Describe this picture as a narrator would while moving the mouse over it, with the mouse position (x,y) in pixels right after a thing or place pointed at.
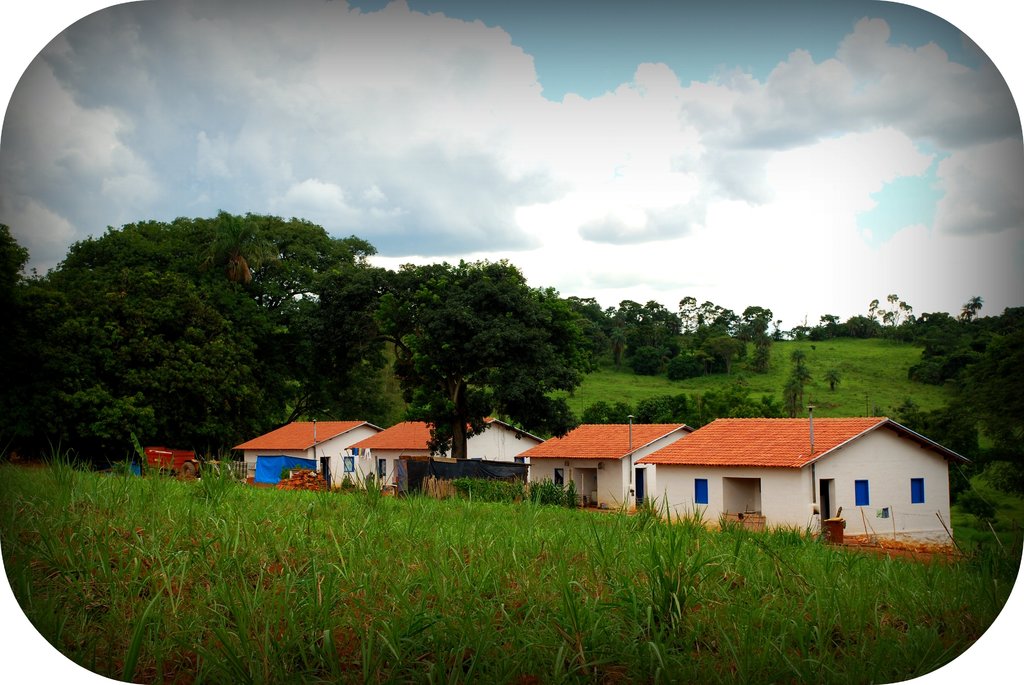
In this image I can see the plants (406,548). To the side of the plants (416,510) there are houses (360,464) with the roof (403,443). And the roof (542,439) is in brown color. In the background (380,351) there are many trees (559,349), clouds (514,84) and the sky (709,66).
